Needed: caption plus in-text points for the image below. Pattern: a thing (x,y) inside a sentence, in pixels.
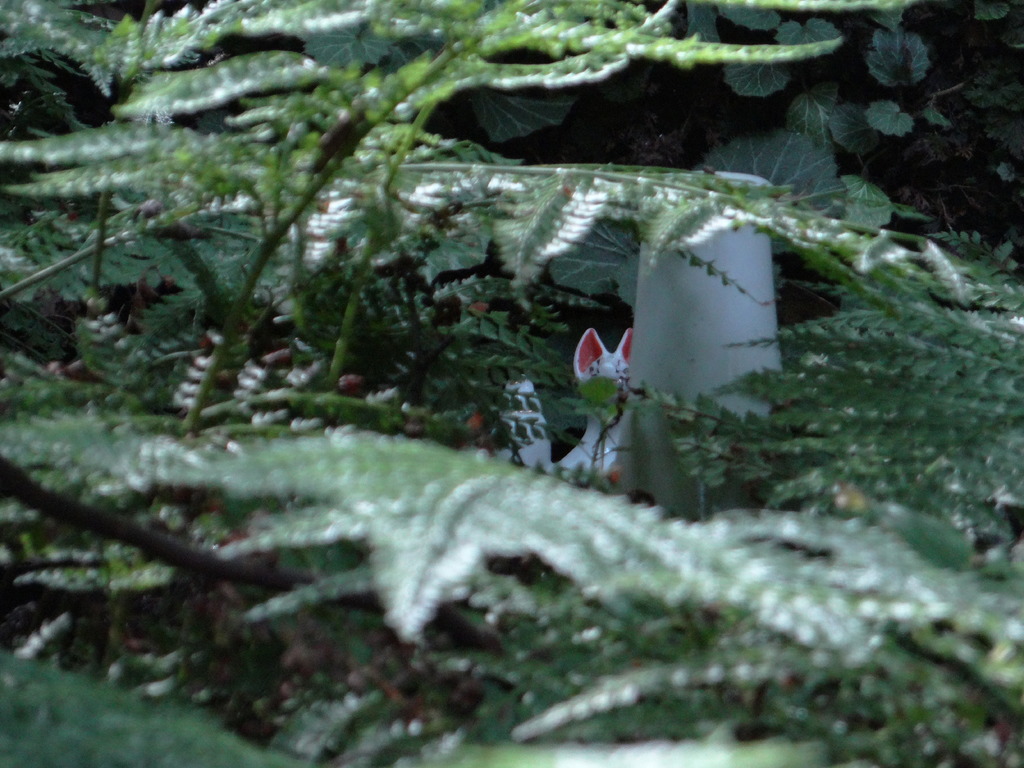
In this image we can see trees (532,34) and leaves (459,231).
